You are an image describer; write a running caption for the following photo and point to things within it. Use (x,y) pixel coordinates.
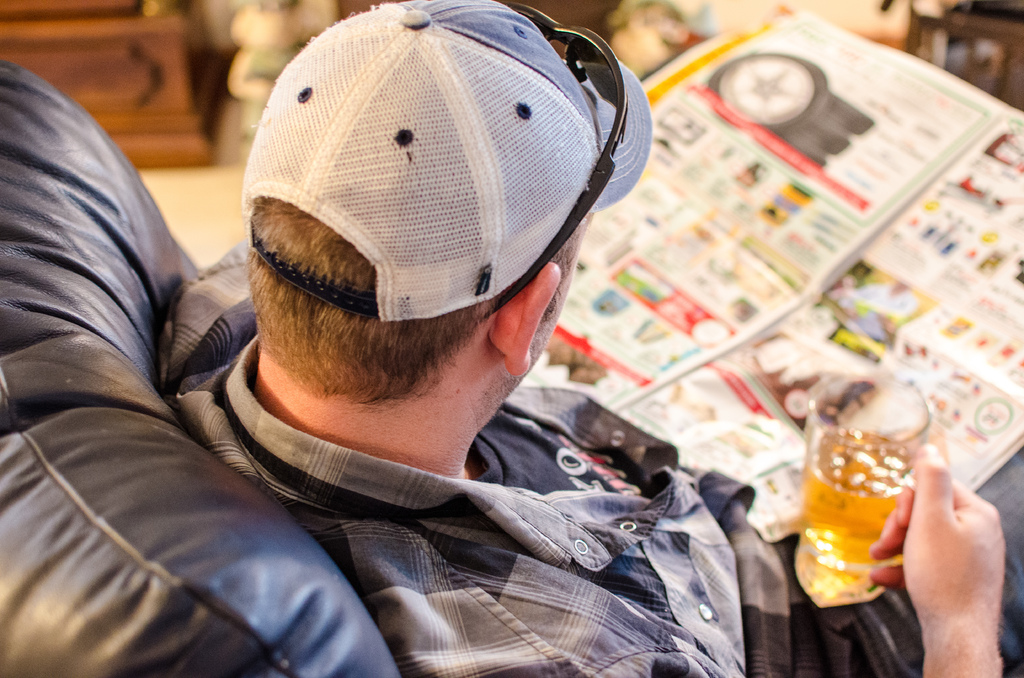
In this picture there is a man (422,369) who is holding a beer (875,476) in his hand (941,500). He is reading a newspaper (789,316) and is sitting on the chair (161,539). There is a desk (117,65) at the top left (103,58).
